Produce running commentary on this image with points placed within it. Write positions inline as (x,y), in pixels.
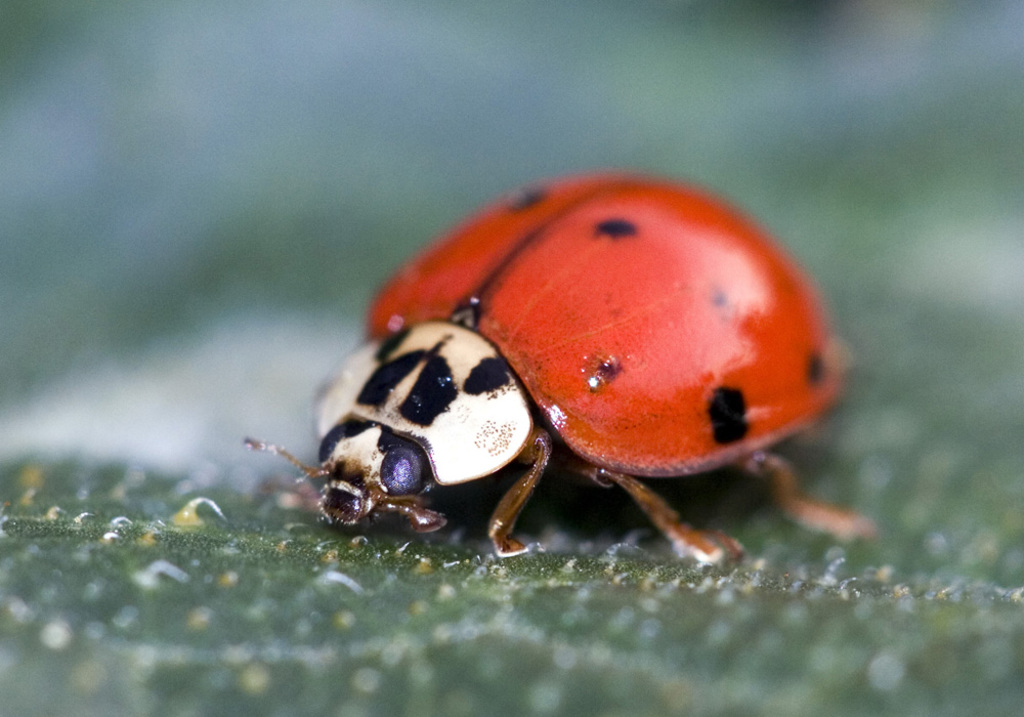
In this picture, there is an insect (290,499) in the middle (488,250) and color of this insect (488,328) is red at back side (508,231).
